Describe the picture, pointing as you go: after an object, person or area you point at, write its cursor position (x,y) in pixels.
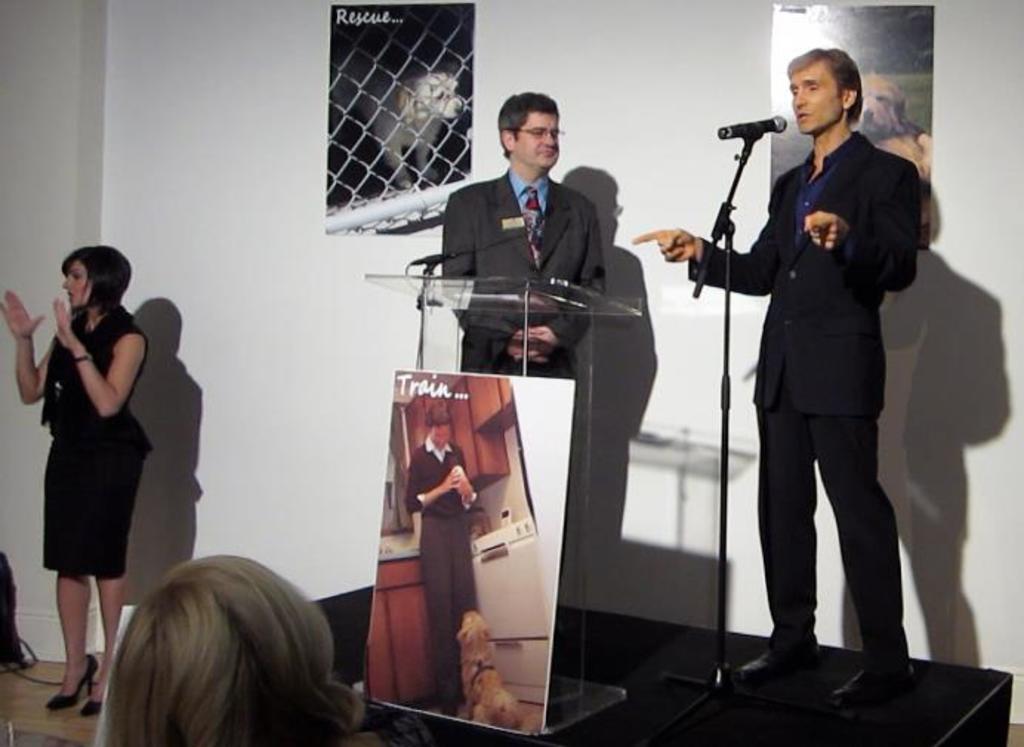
In this picture we can see the head (277,682) of a person (184,686). There is a woman (118,593) and a few objects (9,657) on the left side (81,532). We can see a poster (387,465) on a glass podium (464,297). There are microphones (426,266). We can see two men (856,164) standing on the stage (575,620). There are the shadows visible of these men (866,218). We can see posters (363,204) on the wall (713,74).
